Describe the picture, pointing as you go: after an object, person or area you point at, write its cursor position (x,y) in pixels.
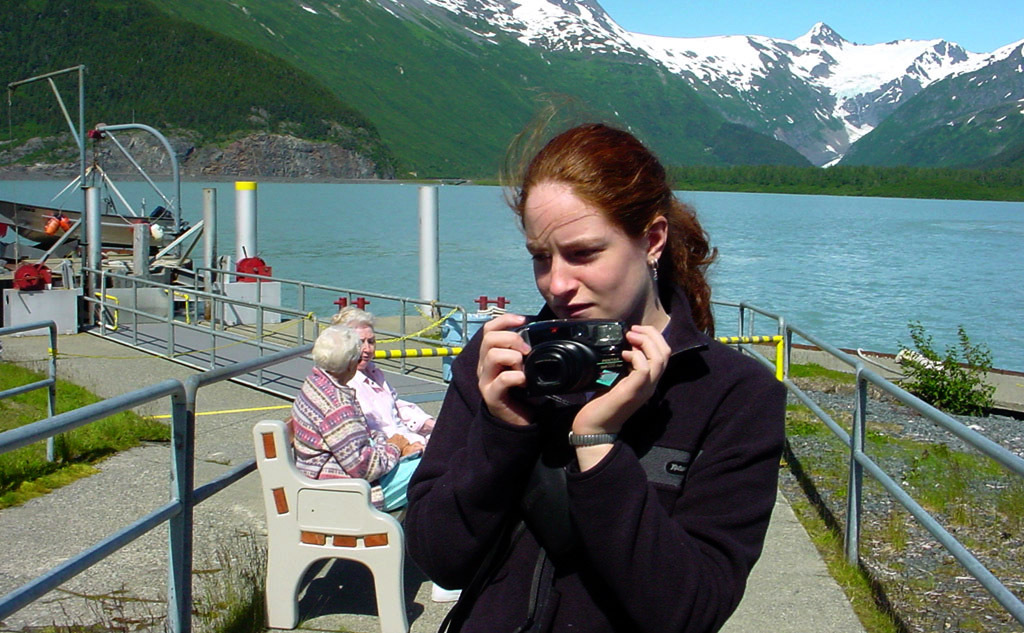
In the middle of this image (655,291), there is a woman (652,287) in a jacket (622,443), holding a camera (586,348) and watching something. On the left side (341,351), there are two persons (335,363) sitting on a bench (298,474). Beside them, there is a fence (282,310). On the right side (1023,508), there are a road (1020,384), a plant (950,364) and grass (919,458) on the ground (925,536). In the background (434,193), there are poles (420,195), there is water (404,202), there are mountains (831,161) on which there is snow (695,39), blue sky (641,25) and there are other objects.
